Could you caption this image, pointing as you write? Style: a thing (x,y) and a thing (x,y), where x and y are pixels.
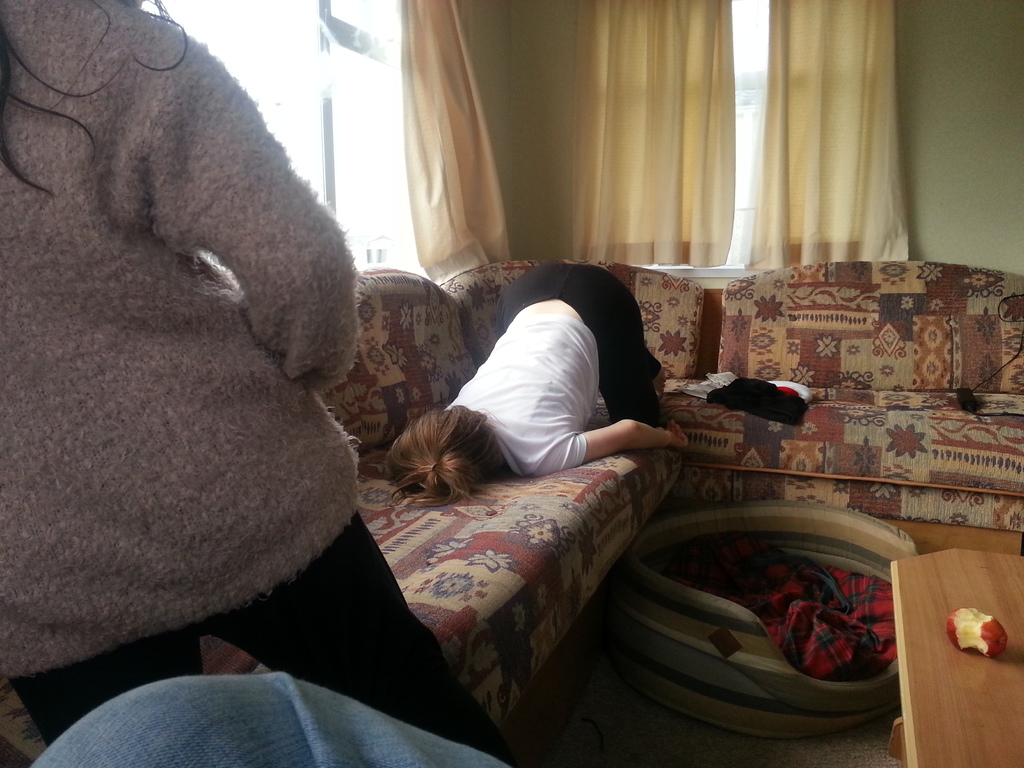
In this picture we can see three people (280,416), sofa (974,351), table (963,593) with an apple (969,613) on it and in the background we can see windows (242,72) with curtains (697,27).
